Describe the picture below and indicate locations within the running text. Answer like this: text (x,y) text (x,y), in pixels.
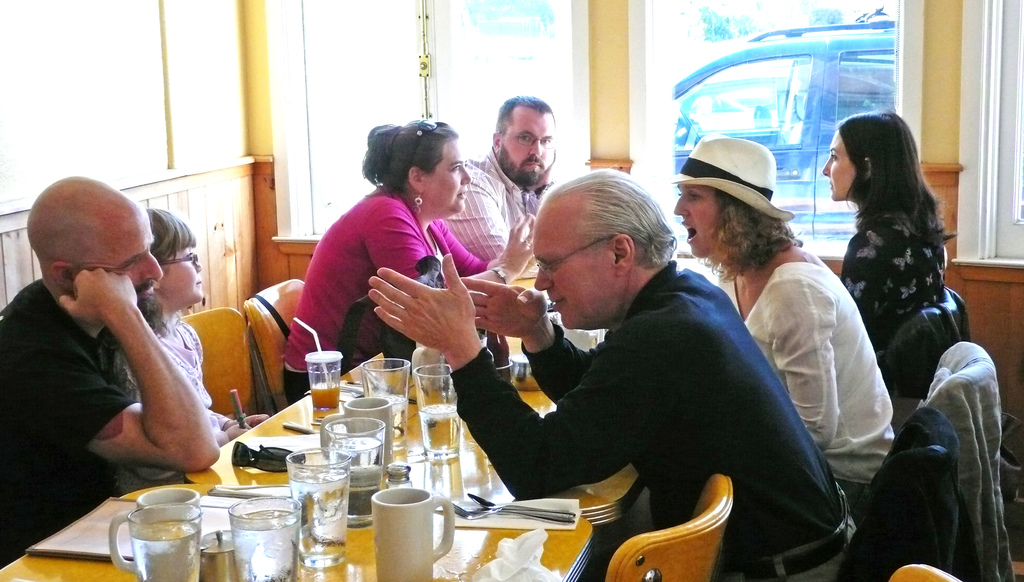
There are many people (518,232) is sitting. A lady (830,354) wearing a white dress (824,298) is wearing a hat (753,161). There are many chairs (263,330). There are tables (496,530). On the table (481,528) there are cups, glasses (310,512), spoons (491,503), forks (458,512) and goggle (271,451). On the background (281,110) there are window (344,95) and a car (744,126).
